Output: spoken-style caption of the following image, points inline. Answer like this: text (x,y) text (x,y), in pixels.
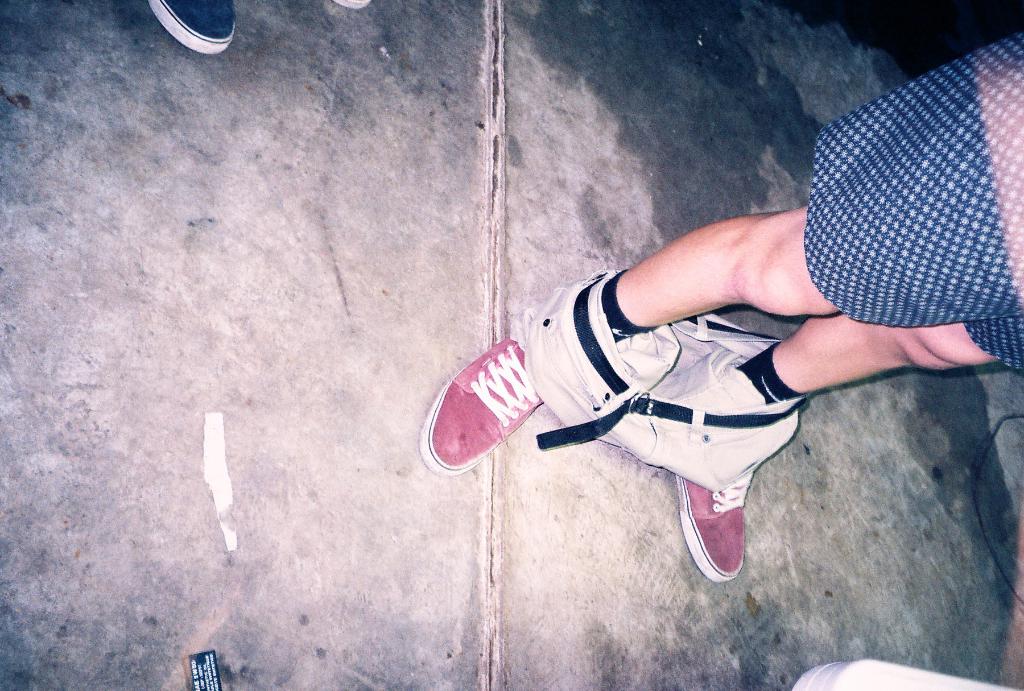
In the picture we can see a person (991,240) standing on the path (299,451), he is with red color shoes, removed pant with belt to it and beside the person (817,362) we can see a part of the shoe (220,48).
